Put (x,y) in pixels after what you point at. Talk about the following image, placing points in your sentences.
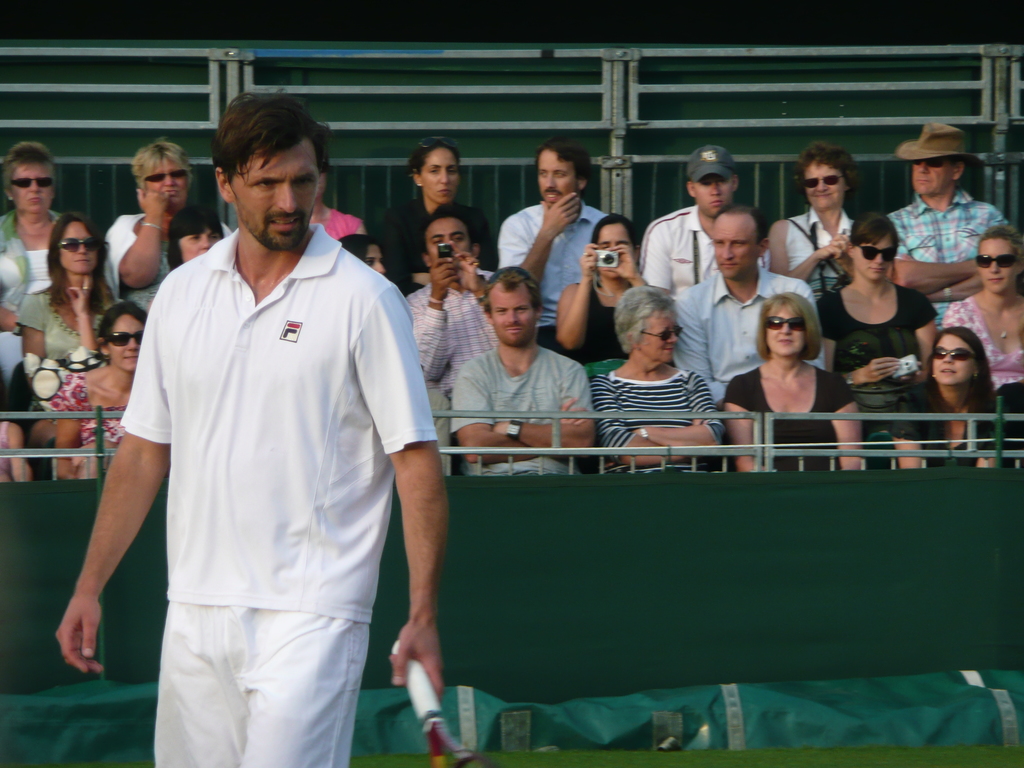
In this picture there is a man (336,576) holding a tennis racket (428,696) in his hand (412,649). There are few people (105,373) sitting in the background (946,390). There is a green sheet (668,710) on the ground (946,746).
